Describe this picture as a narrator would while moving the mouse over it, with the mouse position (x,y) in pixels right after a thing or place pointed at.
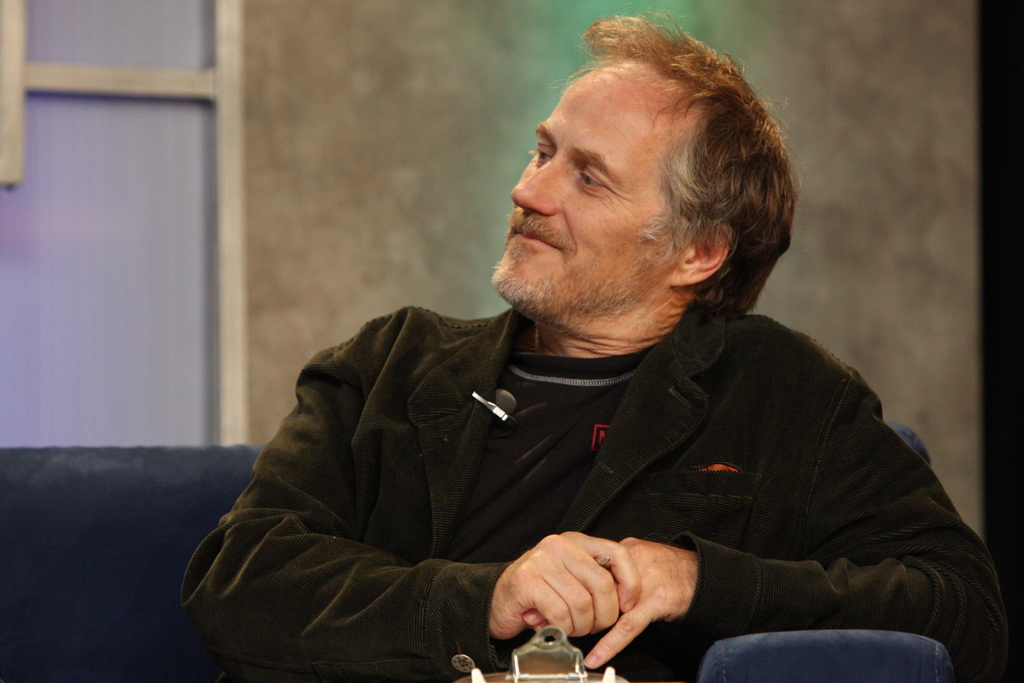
In the center of the image (582,445) we can see a person (536,487) is sitting on the couch (771,655). And we can see he is smiling and he is in a different costume (613,488). At the bottom of the image (567,652), we can see some object (542,651). In the background (324,257) there is a wall (324,242) and a window (148,342).
